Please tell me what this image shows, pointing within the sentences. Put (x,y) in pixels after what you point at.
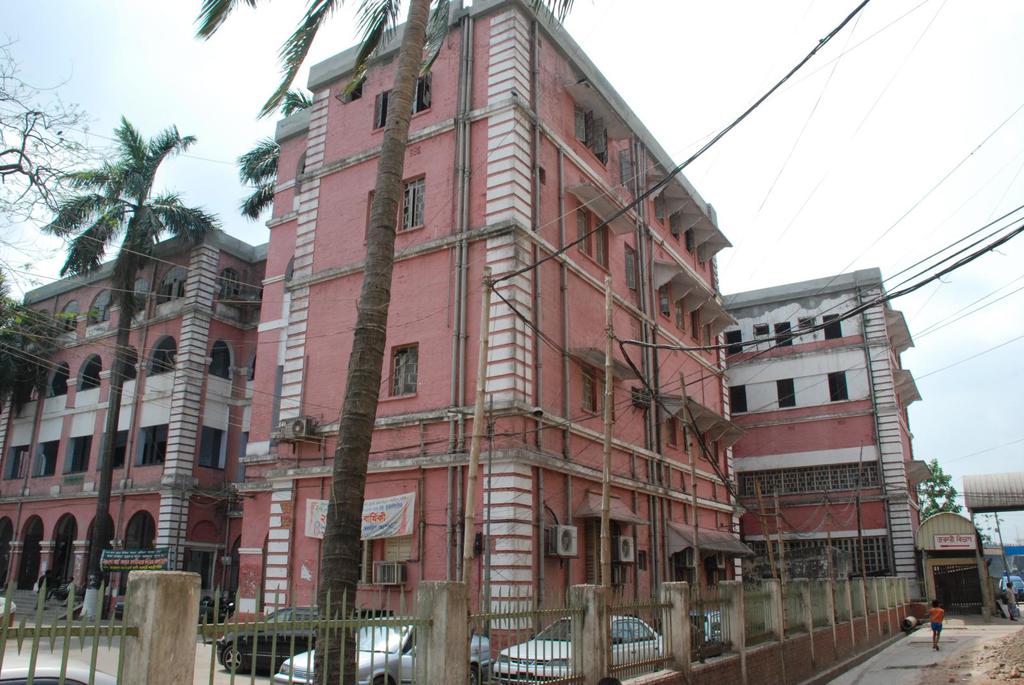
In this picture I can see few buildings (411,318), trees (66,189), and I can see few cars (647,633) and couple of banners (124,553) and a board (950,538) with some text (127,569) and I can see a girl (937,632) walking and I can see metal fence (683,628) and a blue cloudy sky (835,223).
